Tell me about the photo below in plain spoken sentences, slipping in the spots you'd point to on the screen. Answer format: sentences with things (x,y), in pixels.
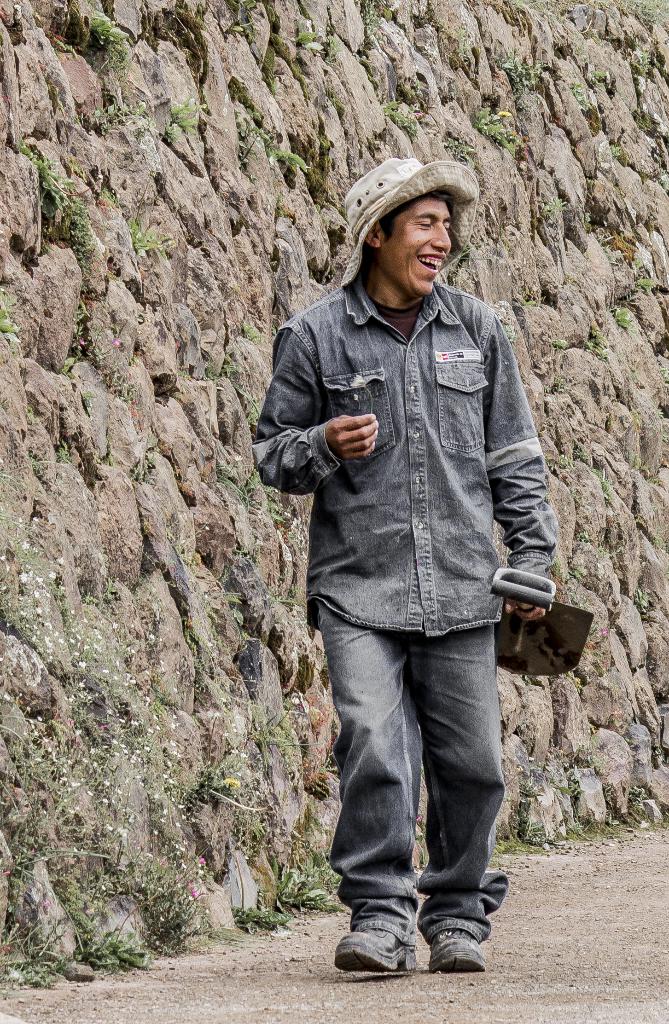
In this image we can see a person (447,496) wearing a hat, he is holding a shovel (537,655), and he is walking, beside to him we can see the rock wall (301,140), and the grass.
